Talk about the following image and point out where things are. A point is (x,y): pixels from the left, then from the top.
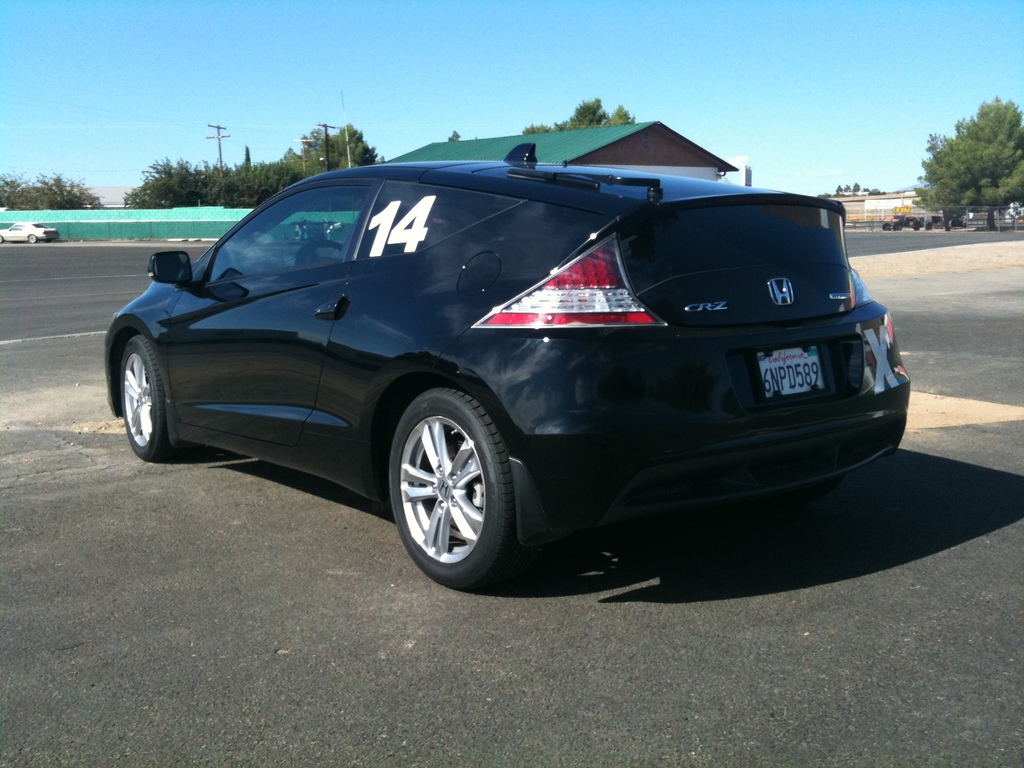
In this image, we can see a black car (565,459) is parked on the road (379,693). Background (1007,153) we can see walls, trees (989,217), houses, poles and sky (518,65). On the left side of the image (10,234), there is a white car (31,241).
